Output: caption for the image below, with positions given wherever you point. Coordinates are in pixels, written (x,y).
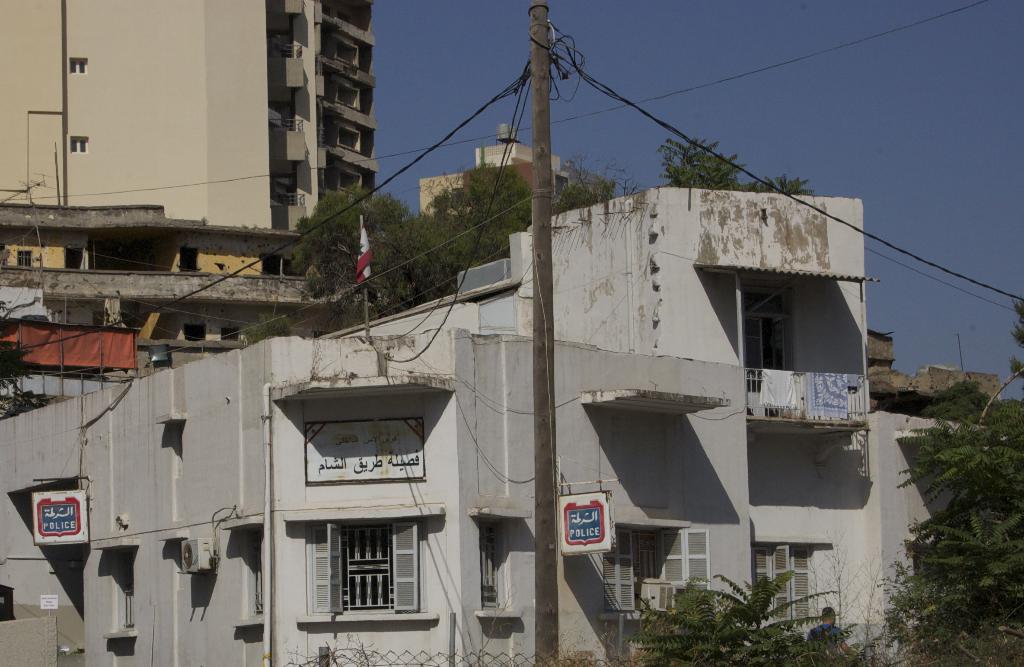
In this image we can see a few buildings (615,485), an electric pole (550,316), few electric cables (313,231), few trees (664,623), fence (485,654), windows (630,585), Ac exhaust fan (207,569), a flag (365,273), three boards (73,539) with some text (66,523) attached to one of the buildings (586,583).
